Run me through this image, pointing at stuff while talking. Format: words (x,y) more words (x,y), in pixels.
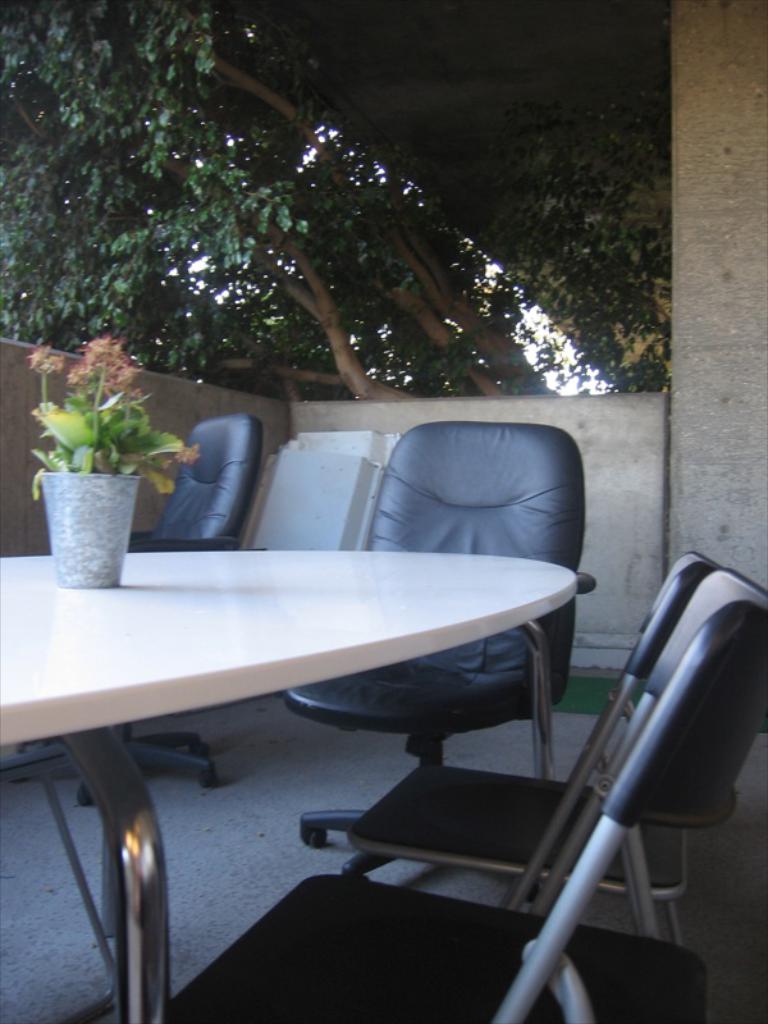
this is a balcony (755,759) there are many chairs (430,525) and table (293,619) on the table (140,607) there is a house plant (155,447) near to the balcony (423,402) there are trees (482,305).
